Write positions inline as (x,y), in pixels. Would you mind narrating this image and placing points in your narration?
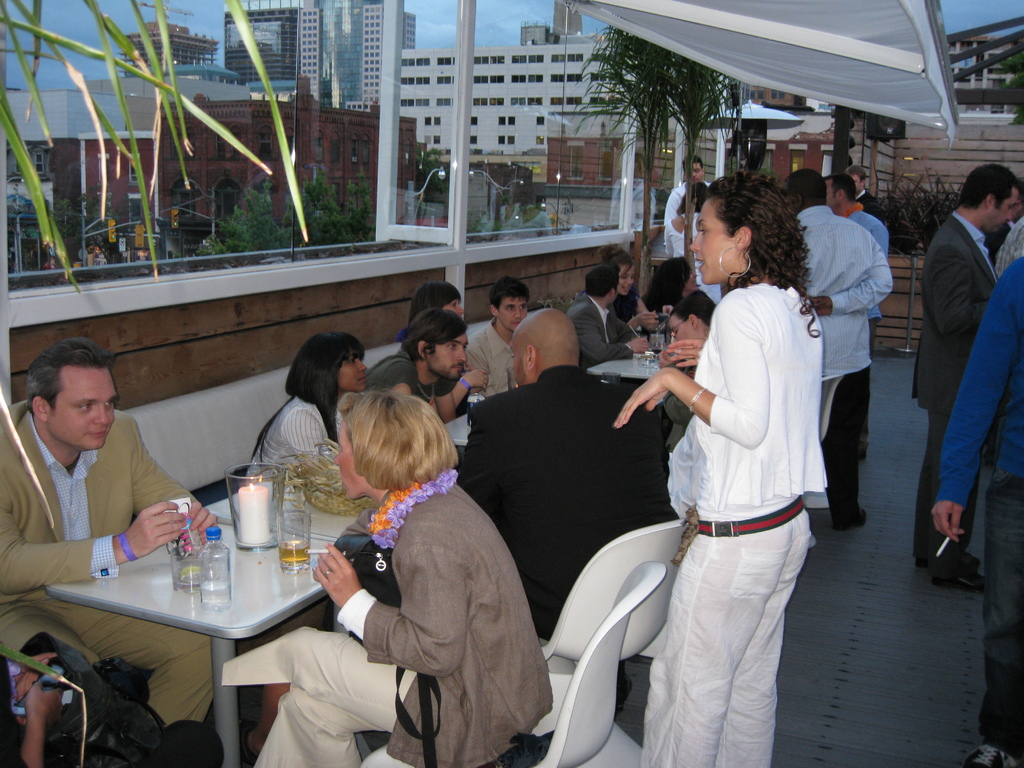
In the picture it looks like a restaurant (681,326), there are many people (376,531) sitting around the tables (278,565) and on the tables (278,550) there are glasses (282,538), candles (260,503) and other objects (211,563). Beside the tables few people (834,418) are standing on the floor (873,453) and in the background (236,130) there are many buildings (434,65) and trees (634,87).
